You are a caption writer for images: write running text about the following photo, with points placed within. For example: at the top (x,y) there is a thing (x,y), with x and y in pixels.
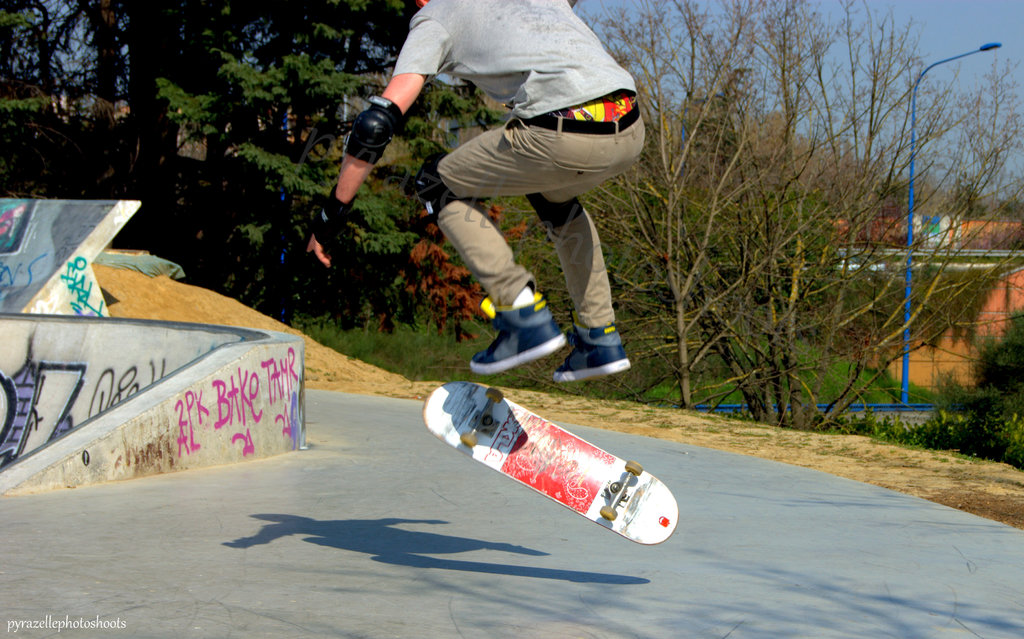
At the bottom of the image (518,558) there is a road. In the middle of the image (504,368) there is a person (539,73) jumping and also there is a skateboard (598,494). In the background (607,266) there are trees (624,240) and also there is a pole (919,82) with street light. At the left corner of the image (100,367) there are walls (10,362).
